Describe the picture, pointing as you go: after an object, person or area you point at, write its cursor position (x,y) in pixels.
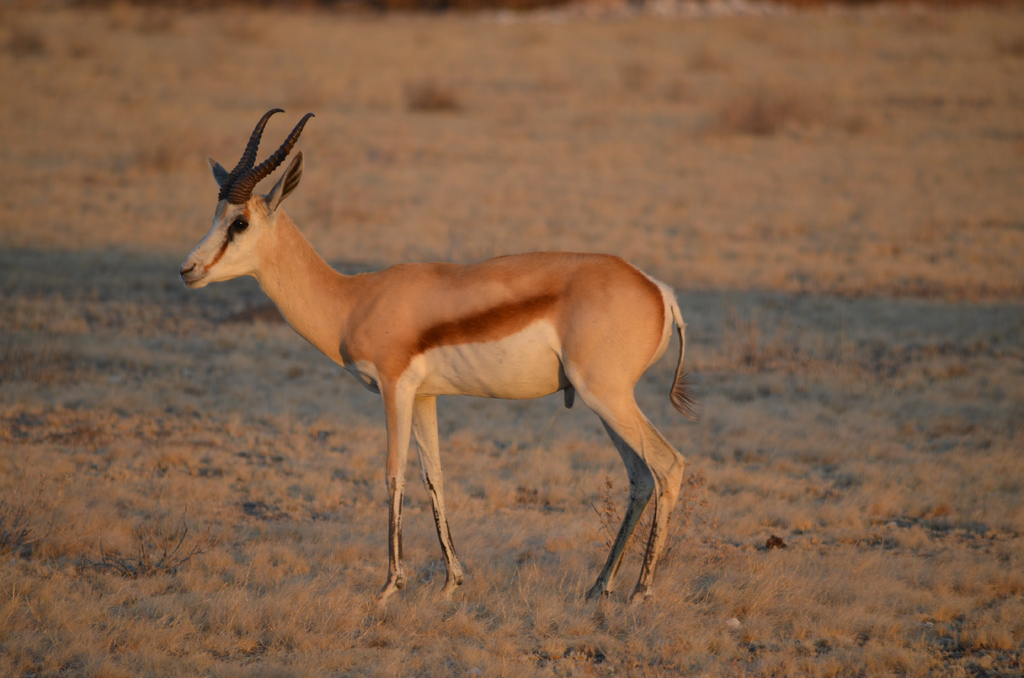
In this image, we can see an animal (466,349) on the ground (360,391). In the background (819,107), image is blurred.
